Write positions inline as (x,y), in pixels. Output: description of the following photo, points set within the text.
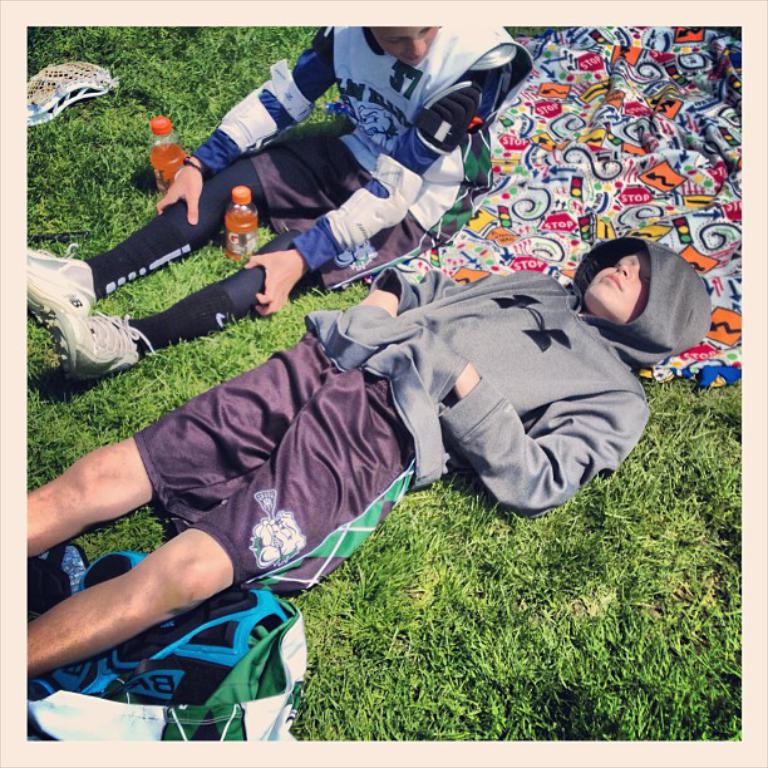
2 people (455,446) are present on the grass (501,595). A person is lying and other person (400,184) is sitting. There is a bed sheet (668,370), 2 orange bottles (248,198) and a bag (225,673).
